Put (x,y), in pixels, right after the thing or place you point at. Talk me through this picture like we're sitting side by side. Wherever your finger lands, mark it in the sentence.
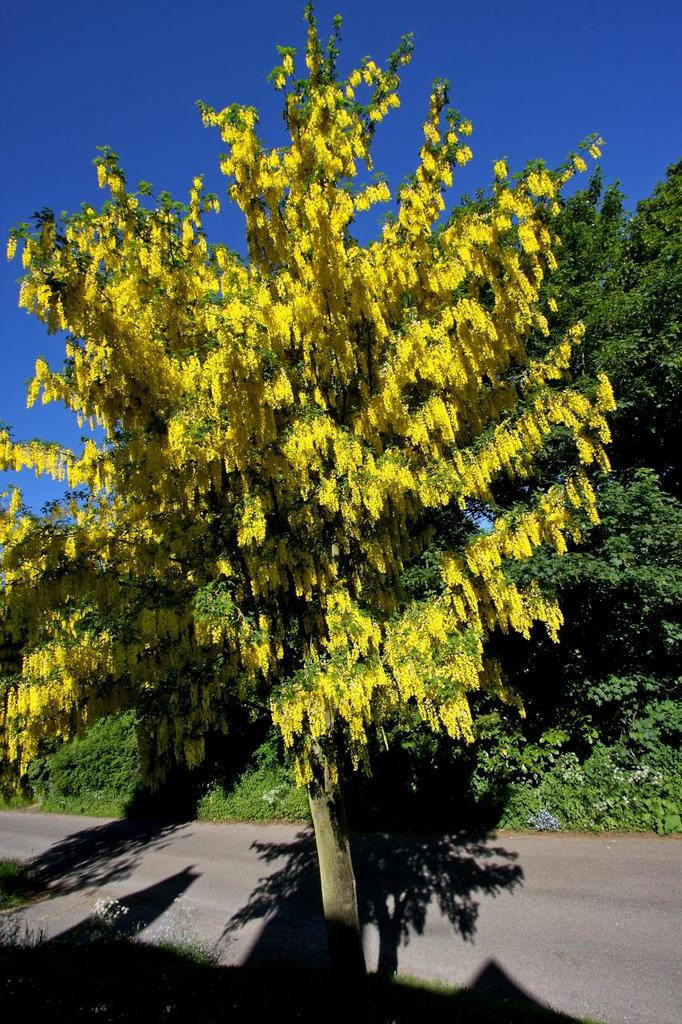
In the foreground of this image (366,627), there is a tree (312,771). Behind it, there is a road (572,891). In the background (603,563), there are trees (623,547) and the sky (624,73).
